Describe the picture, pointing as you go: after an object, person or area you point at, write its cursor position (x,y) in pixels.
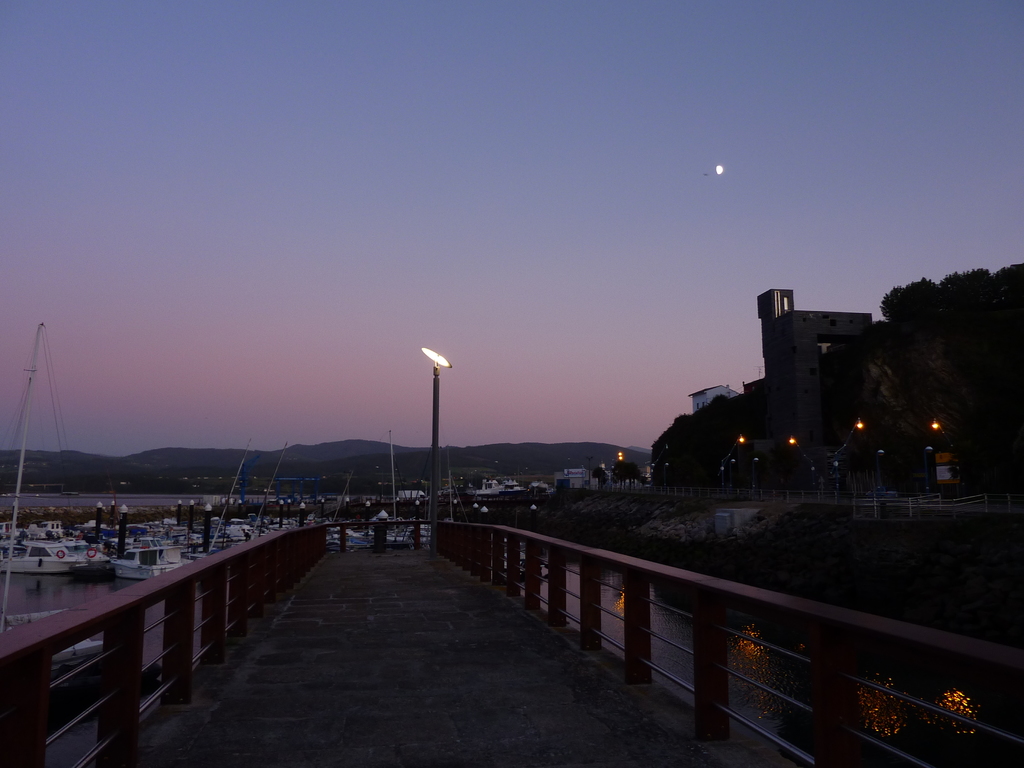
In this image I can see few boats (277,526) on the water (70,590). In the background (783,312) I can see few lights (435,353), buildings (765,303), trees (888,299) and the sky (635,275) is in blue color and I can also see the moon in white color. In front (349,651) I can see the bridge (472,646).
